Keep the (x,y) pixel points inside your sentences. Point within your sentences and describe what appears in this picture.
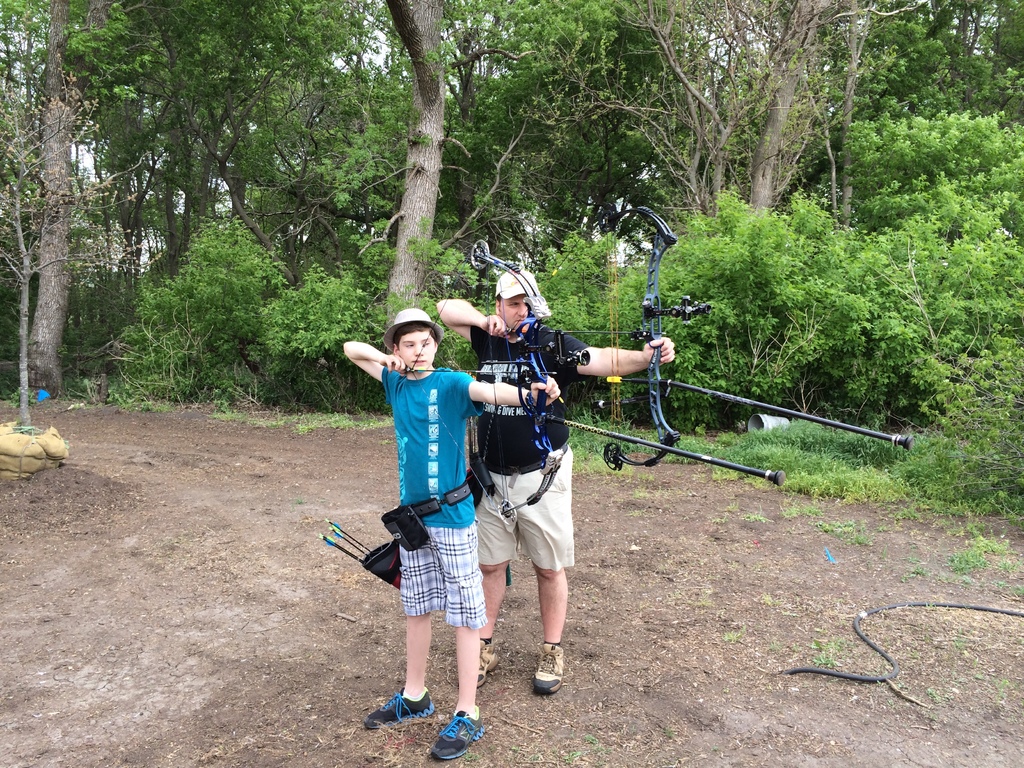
In this image there are two persons (451,468) standing and holding a bow (543,361) and arrow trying to shoot at something, behind them there are trees (417,266).
